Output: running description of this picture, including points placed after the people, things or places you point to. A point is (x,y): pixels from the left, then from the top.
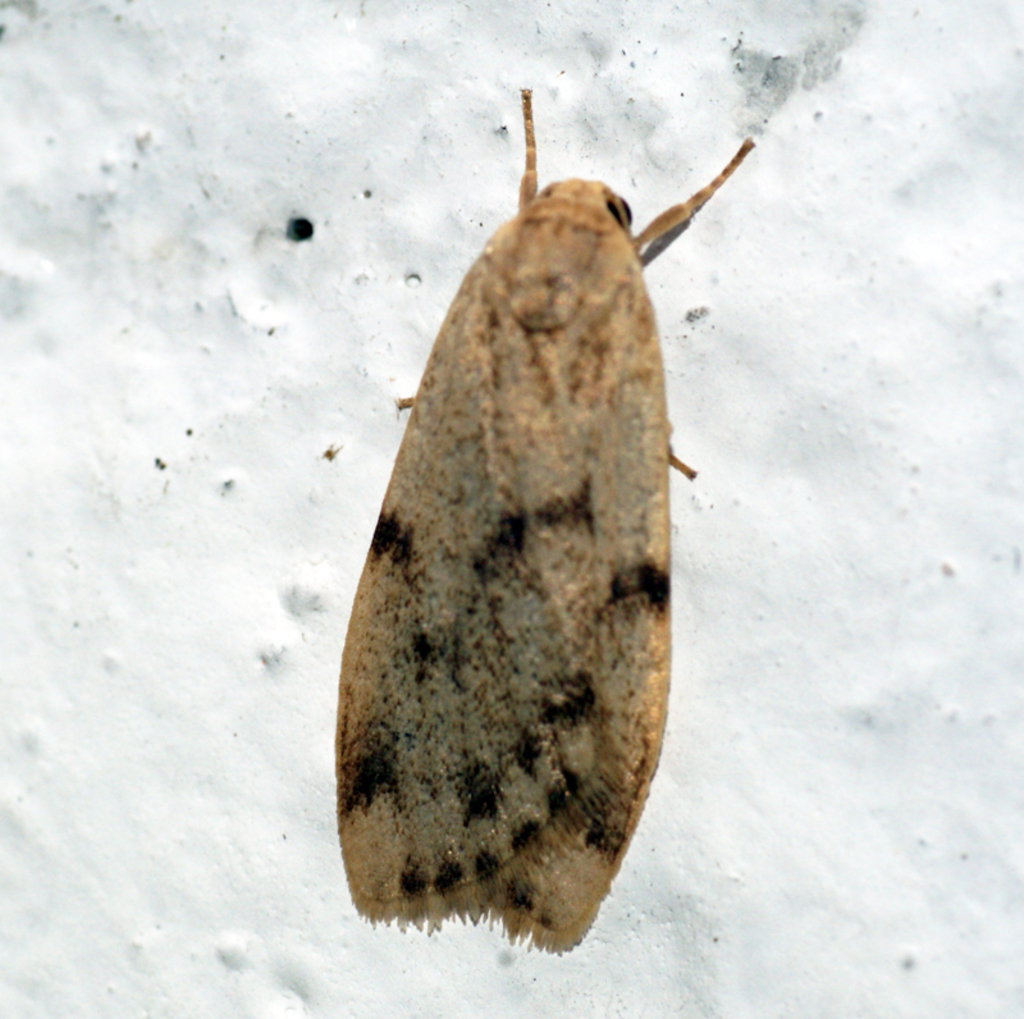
In the center of the image (478,419) we can see insect (560,635) on the wall (826,342).
